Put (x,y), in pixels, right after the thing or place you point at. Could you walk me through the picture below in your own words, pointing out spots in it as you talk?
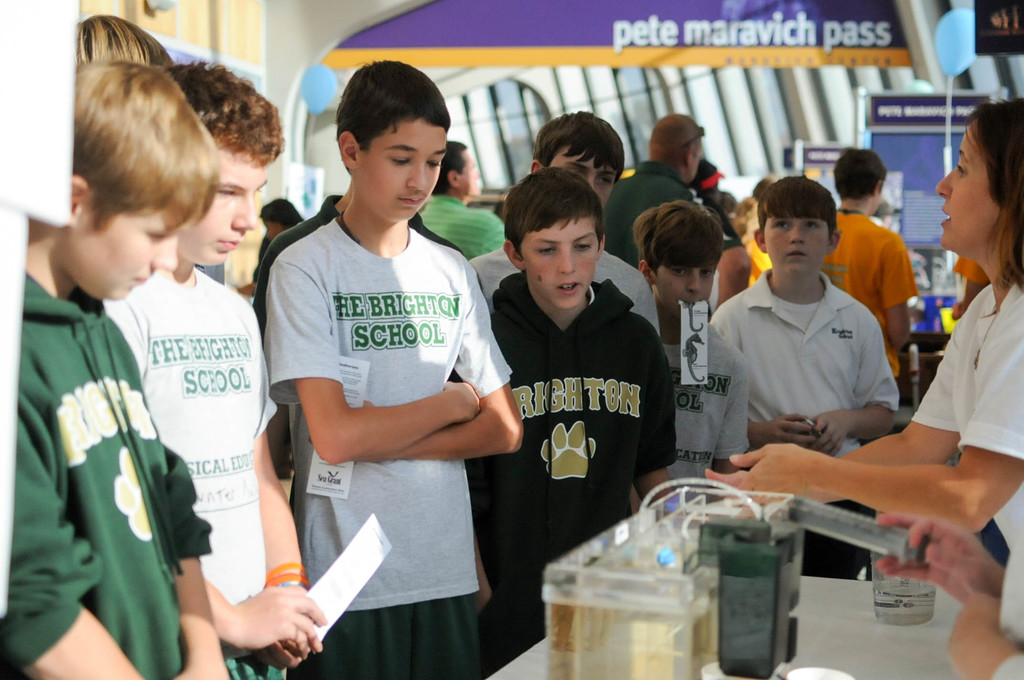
In this image we can see a few people (399,520), among them some people (805,428) are holding the objects (344,555), there is a table (897,646), on the table (891,667), we can see a bottle (896,586) and other objects (678,591), there are some boards (592,31) with text (867,36) on it and also we can see a balloon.
